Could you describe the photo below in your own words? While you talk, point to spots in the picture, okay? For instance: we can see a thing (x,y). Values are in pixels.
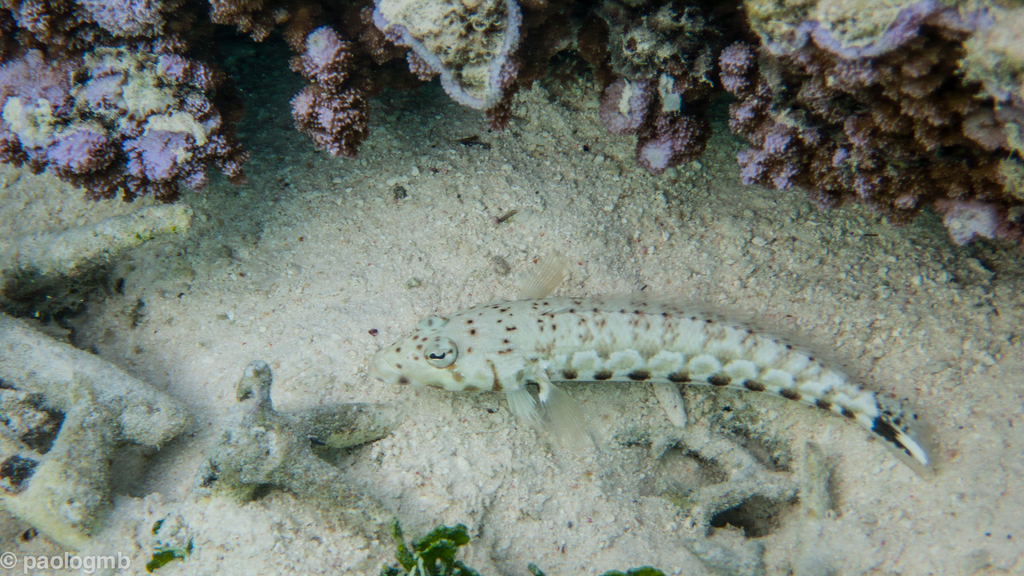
In this image I can see a fish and some sand (254,299) and other plant species (80,71) at the bottom of the sea (254,55).
